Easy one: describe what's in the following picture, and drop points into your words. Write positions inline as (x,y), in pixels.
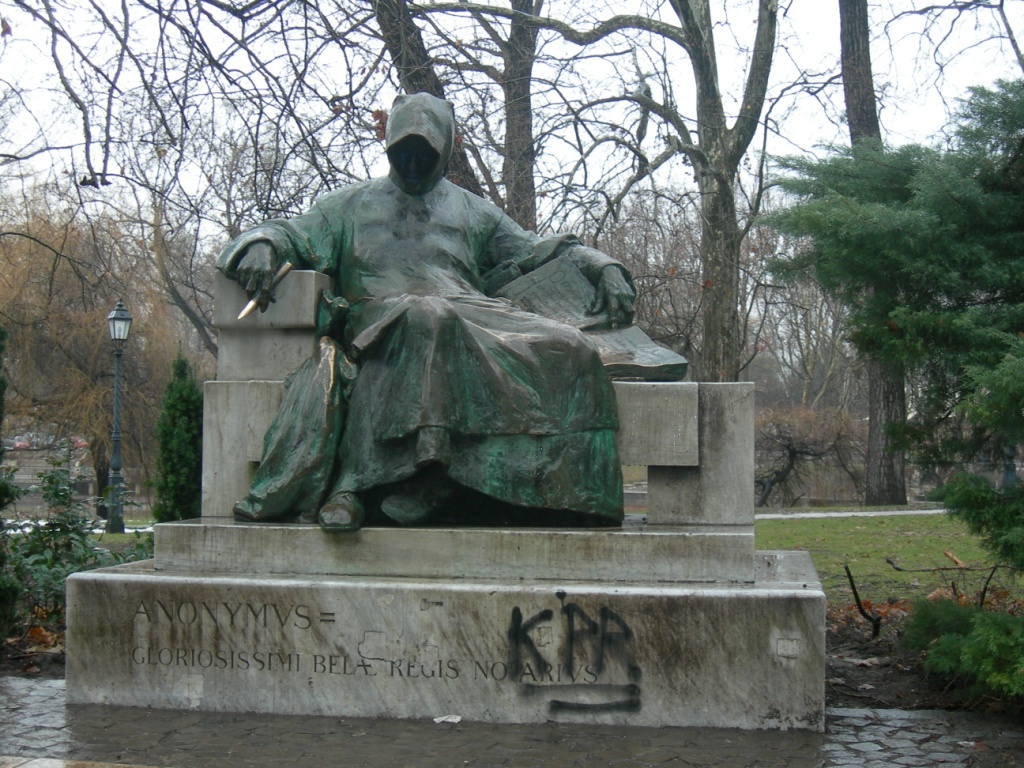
In this image there is a depiction of a person (358,275) sitting and holding a book (562,279) on the rock structure (466,568) with some text (541,639) on it, behind the statue (563,314) there are trees (820,172), plants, grass (836,536), dry leaves (969,602) on the surface (843,586), lamp (120,312) and in the background (171,33) there is the sky (6,74).
